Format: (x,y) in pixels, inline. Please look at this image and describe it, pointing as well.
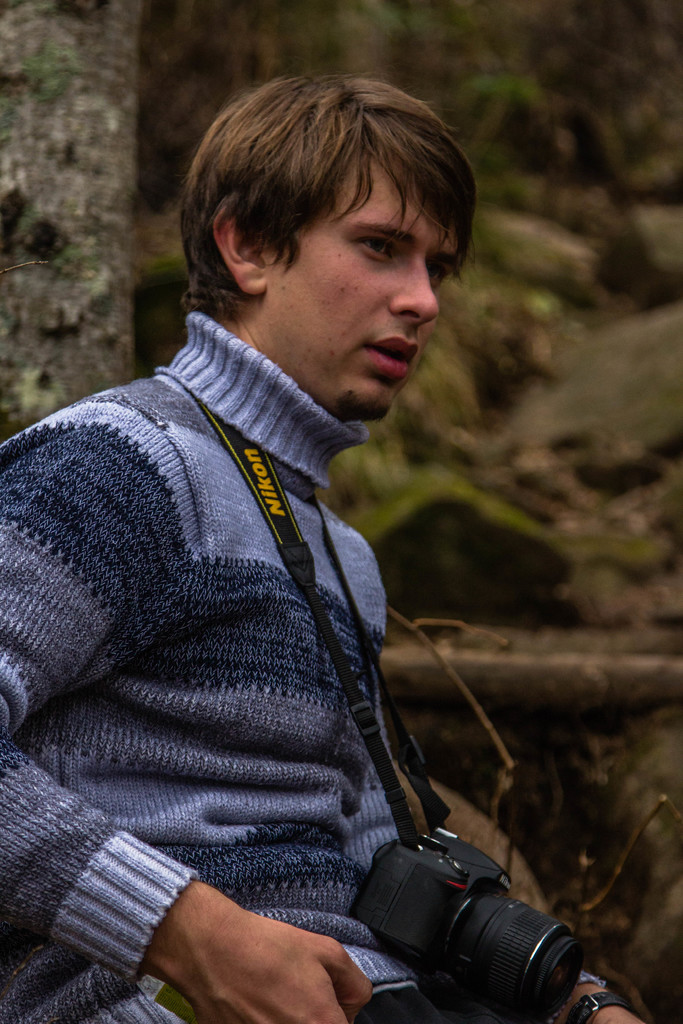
In this image I can see a man (129,418) in the front (322,456) and I can see he is wearing sweatshirt (327,566). I can also see he is carrying a black colour camera (433,791). Behind him I can see a tree trunk (81,354) and I can also this image is little bit blurry in the background (538,674).
